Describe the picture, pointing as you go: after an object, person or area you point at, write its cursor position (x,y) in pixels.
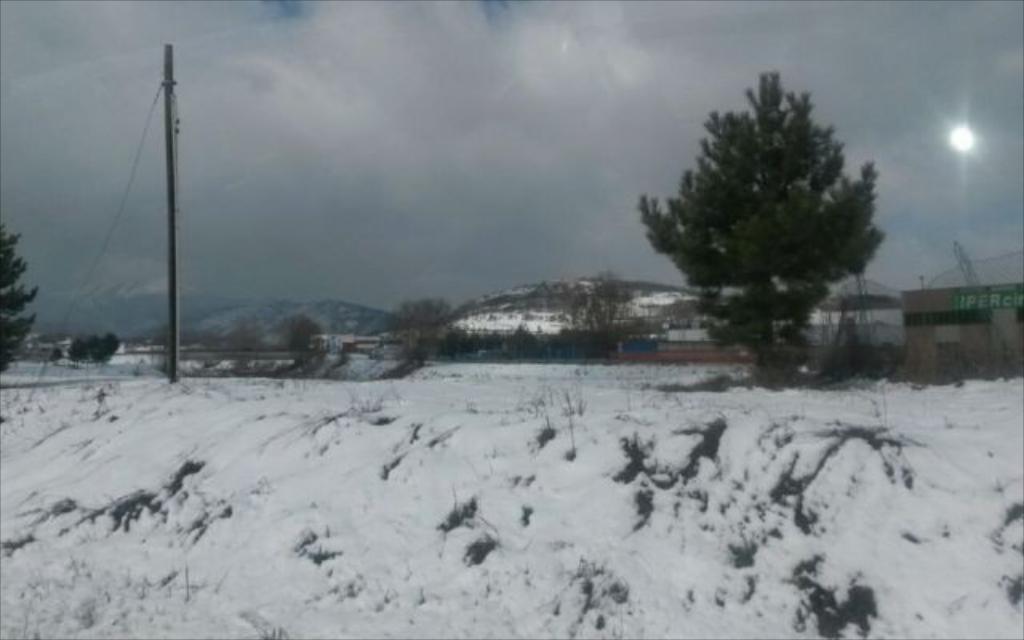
At the bottom (496,466) there is the snow (552,449), in the middle (681,243) there are trees (717,206). At the top (533,108) it is the cloudy sky (521,104).
